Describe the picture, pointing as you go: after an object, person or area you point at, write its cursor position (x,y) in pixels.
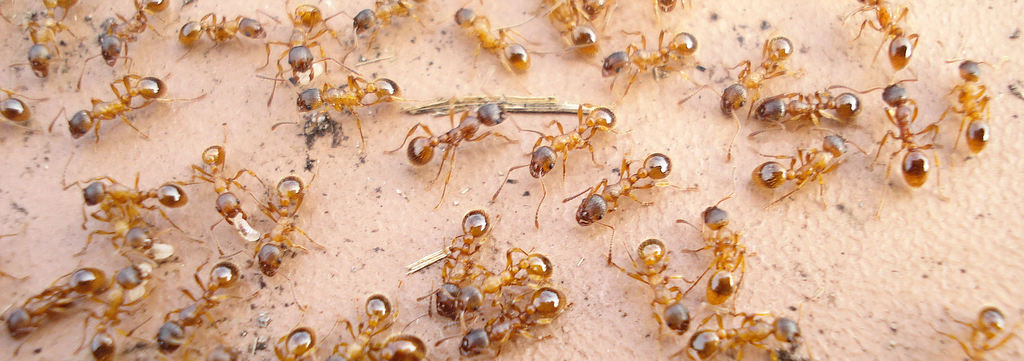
In this picture we can see the group of ants (545,164) on the surface (982,198) of an object (135,59) and we can see some other objects (537,112).
